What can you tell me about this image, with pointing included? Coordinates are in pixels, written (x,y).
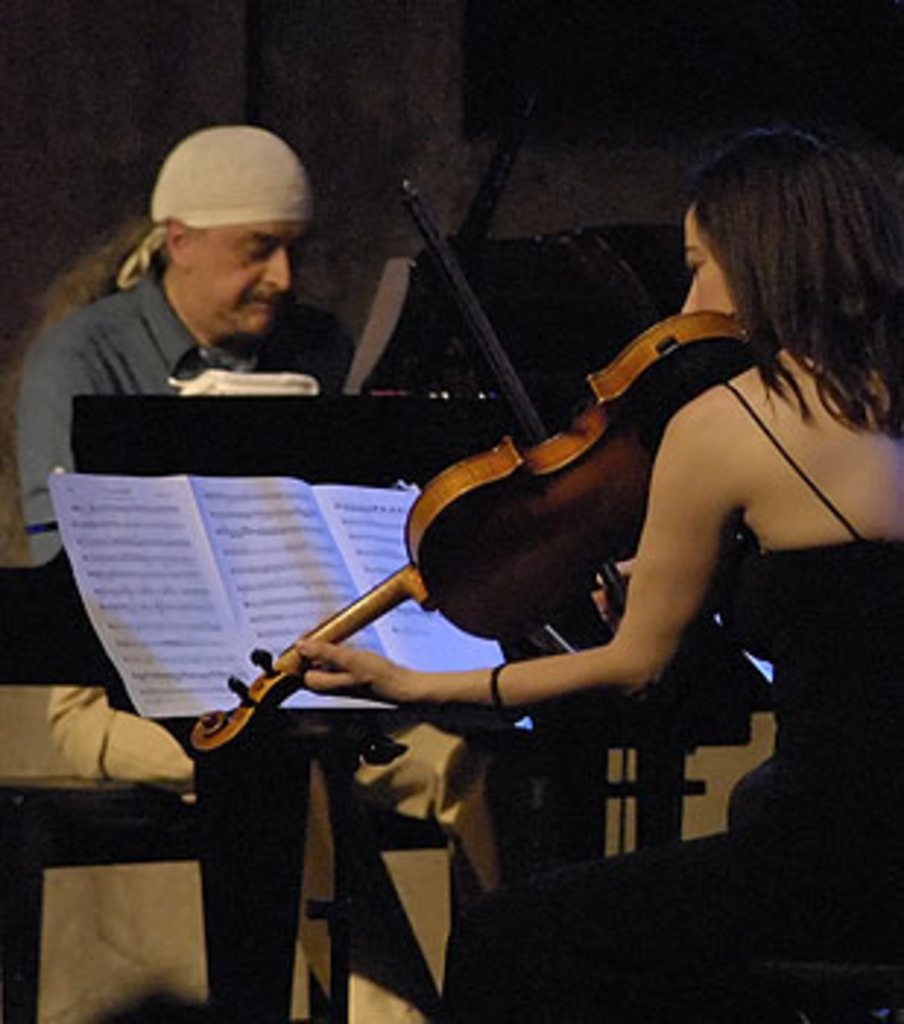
In the image we can see there are two people (759,258) who are sitting. A woman (765,455) is holding violin (551,537) in her hand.
